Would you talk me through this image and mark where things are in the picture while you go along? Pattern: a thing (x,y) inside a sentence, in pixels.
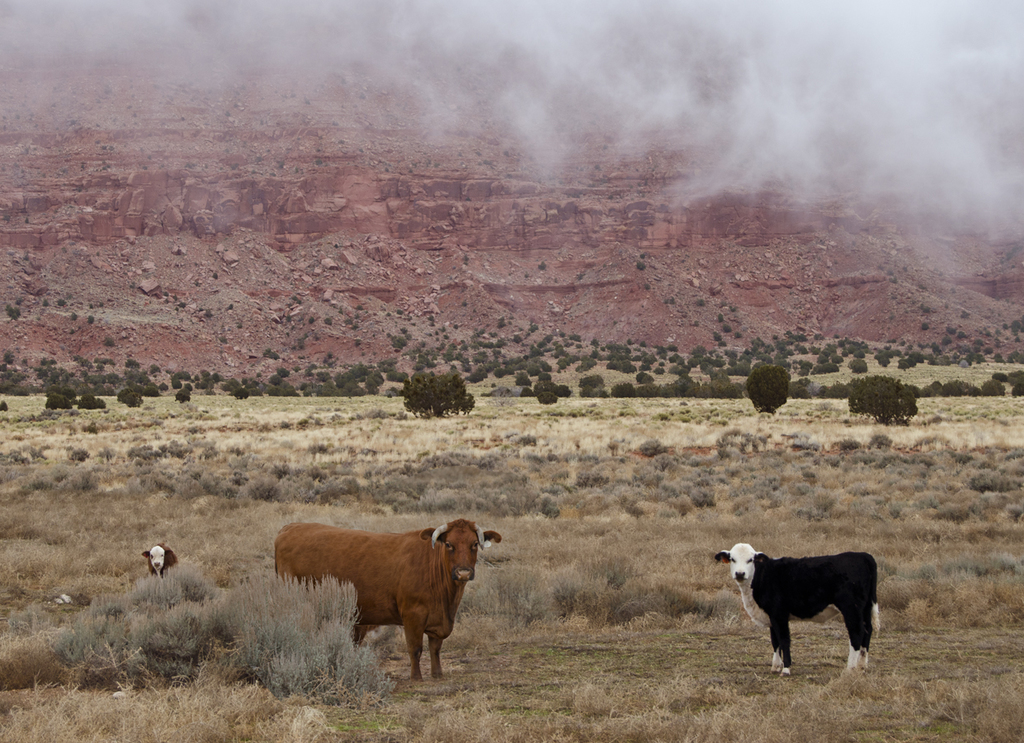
In this image in the front (287,540) there are animals (803,574) standing on the ground (534,559) and there is dry grass (341,471) on the ground (344,473) and there are trees (634,361) and there is smoke (722,93) on the top right (768,89) and in the background (327,207) there are rocks (353,209).
